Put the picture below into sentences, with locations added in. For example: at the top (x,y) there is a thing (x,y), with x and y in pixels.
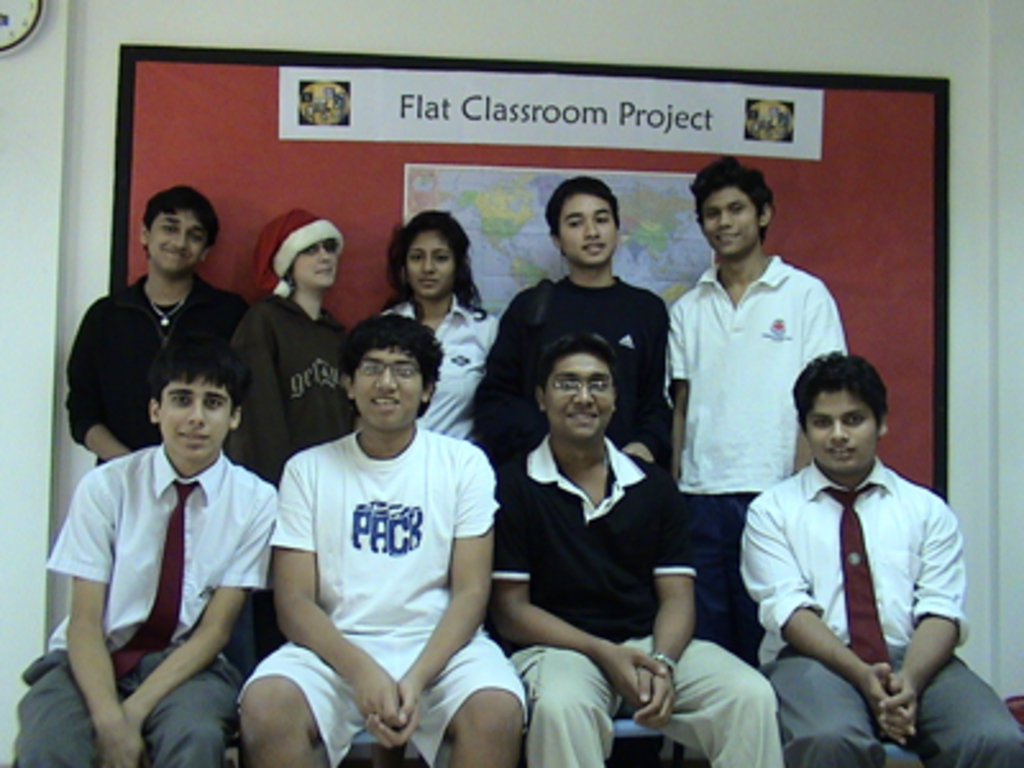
In front of the image there are four people (505,605) sitting on the chairs (370,754). Behind them there are a few people (671,350) standing. In the background of the image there is a board (942,214) and clock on the wall (188,35).
